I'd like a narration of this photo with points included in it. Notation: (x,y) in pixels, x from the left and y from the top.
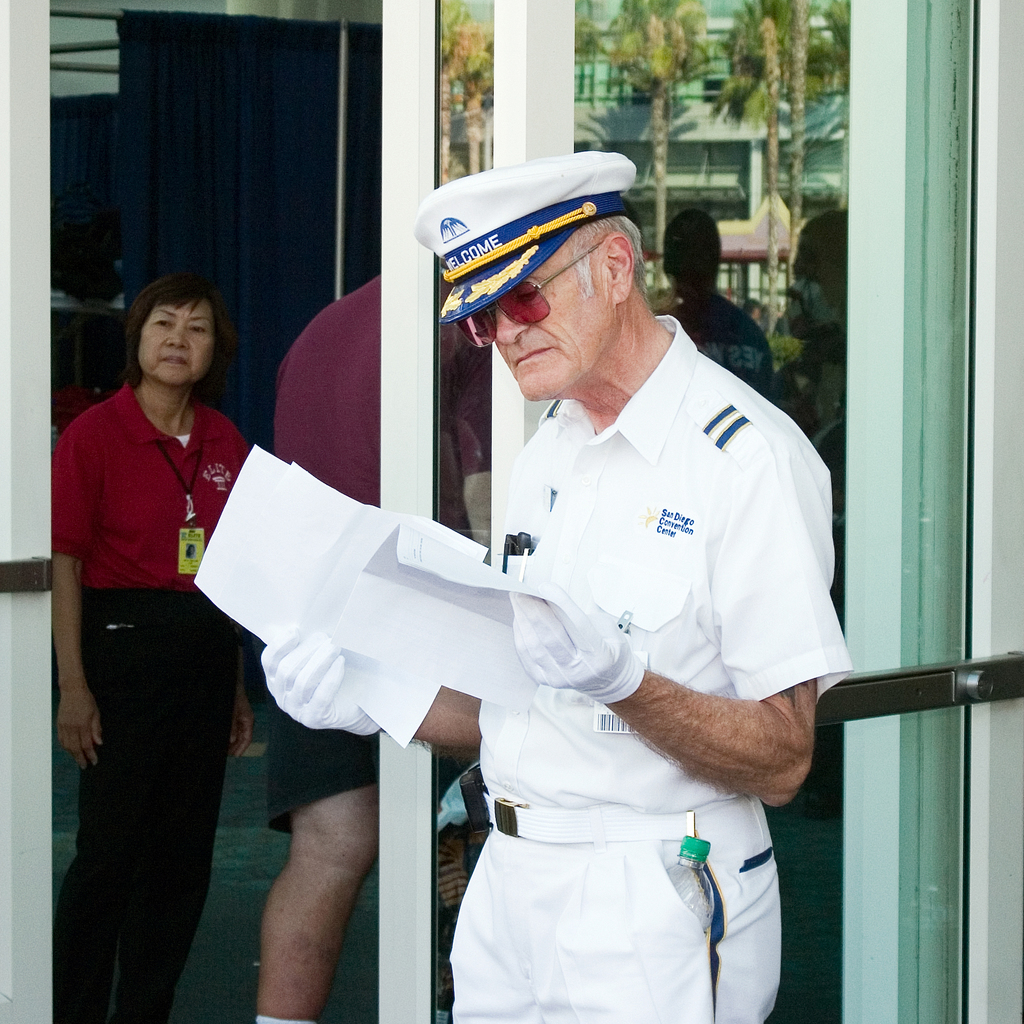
In this picture I can see few people (621,1003) Standing and I can see man (635,576) standing and holding papers (365,627) in his hand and sunglasses (528,303) on his face (521,341) and he wore gloves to his hands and a woman (183,594) wore ID card (195,538) and I can see a glass door (737,251), in the glass (690,206) I can see reflection (628,140) of trees (691,62) and another building (753,170).
